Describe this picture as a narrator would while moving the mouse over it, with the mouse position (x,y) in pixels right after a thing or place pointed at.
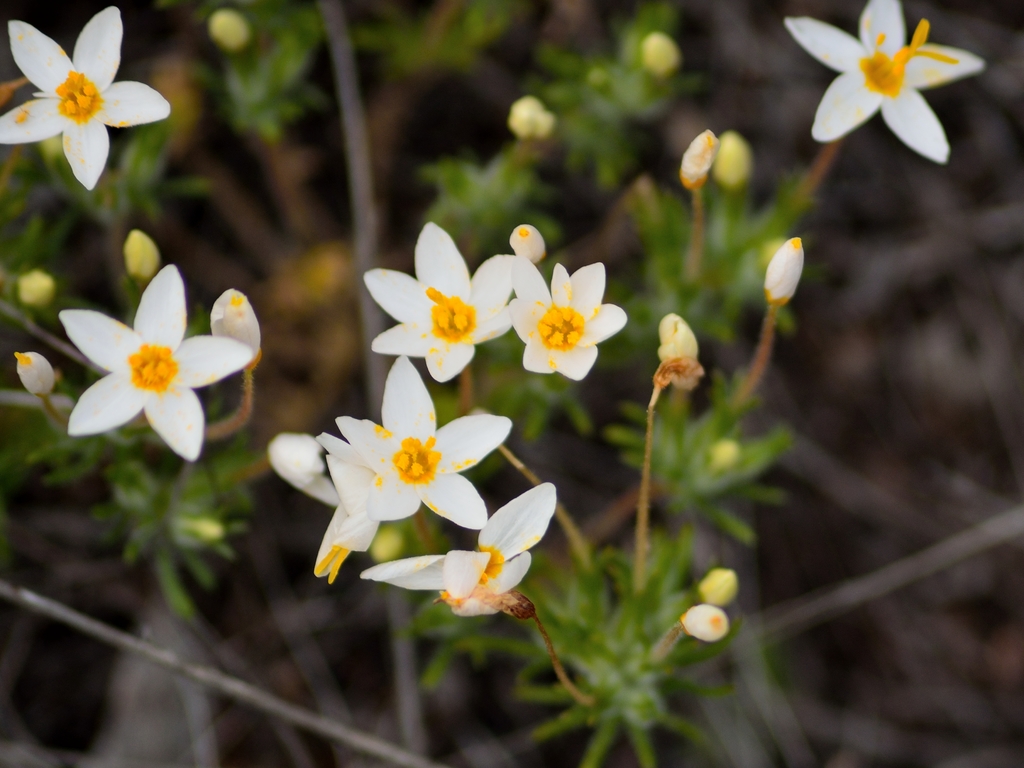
In this picture, we see plants (654,636) which have flowers (477,298) and buds (516,244). These flowers (425,293) are in white color. In the background (776,365), it is blurred.
